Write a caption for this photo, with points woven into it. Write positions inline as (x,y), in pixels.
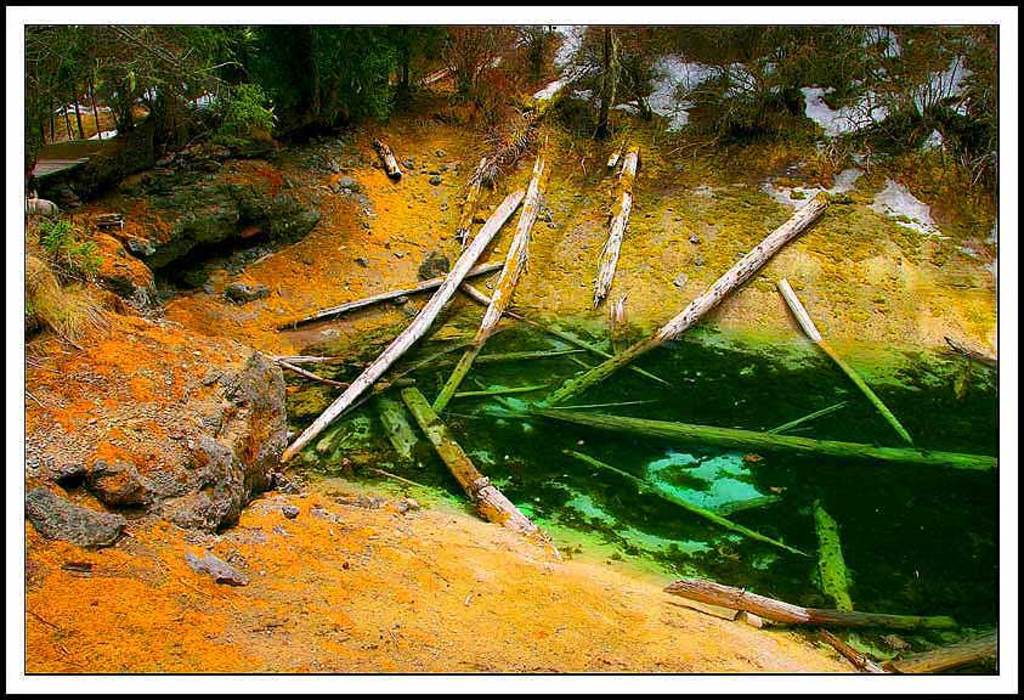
In this picture we can see few wooden barks (635,404) in the water (774,463), and we can find few trees (973,178).
